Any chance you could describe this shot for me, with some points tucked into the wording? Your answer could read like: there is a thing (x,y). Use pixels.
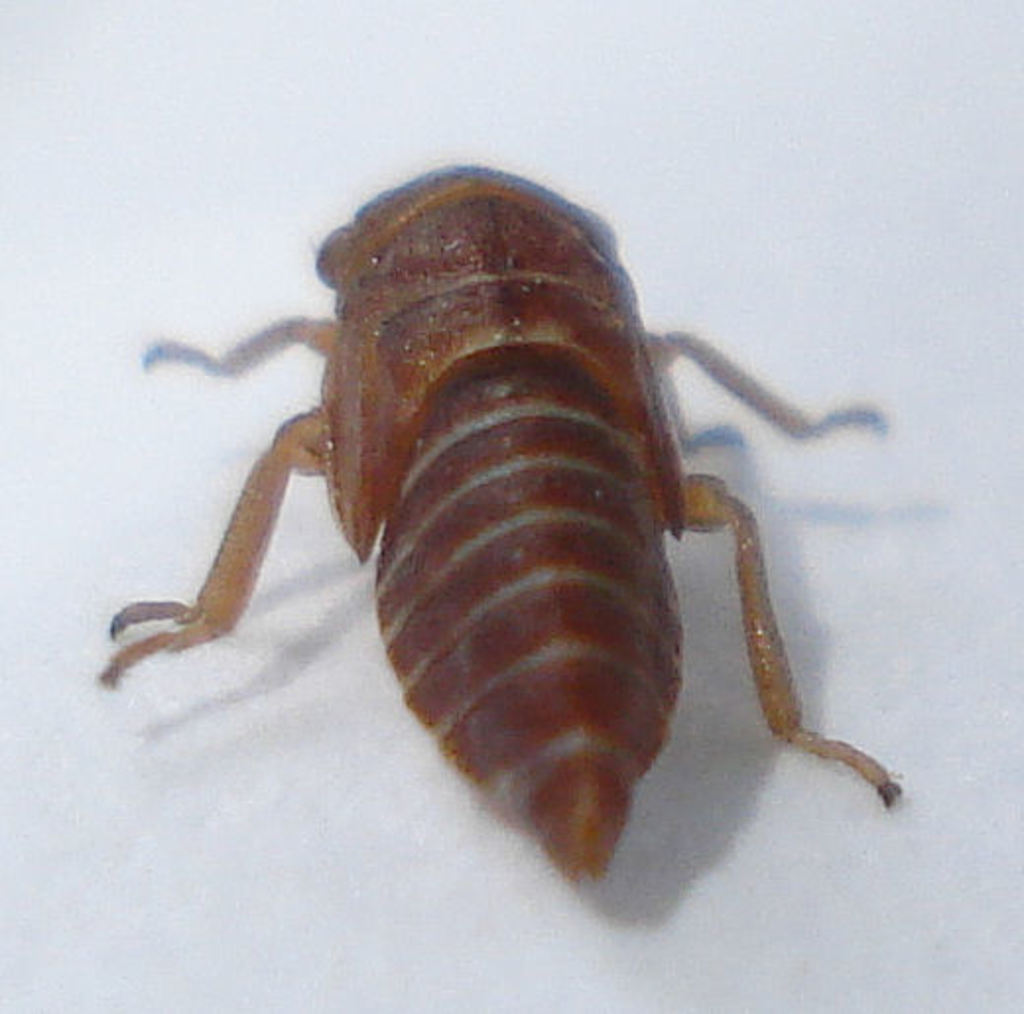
In this picture I can see an insect (385,427) which is of brown color and it is on the white color surface (106,104).
